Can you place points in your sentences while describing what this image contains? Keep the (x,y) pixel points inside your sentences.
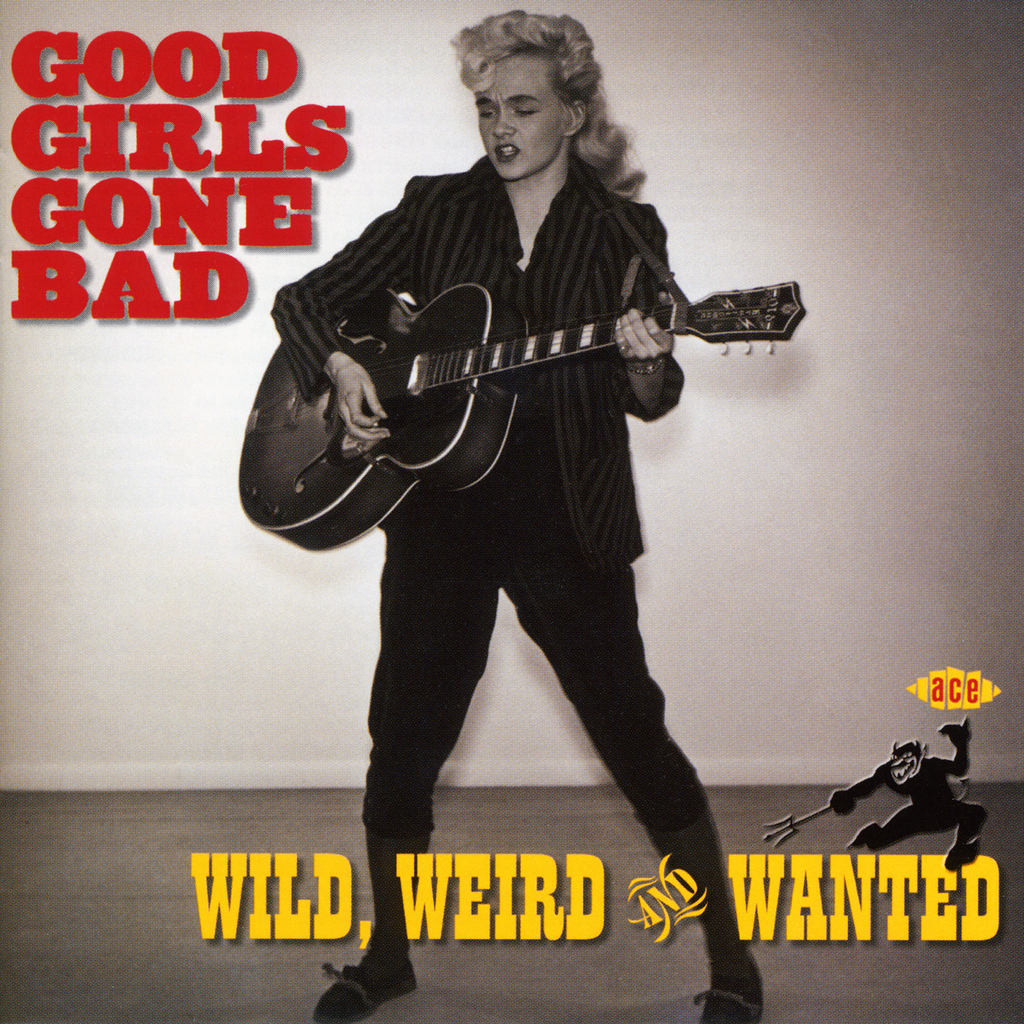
In this picture we can see person (631,614) holding guitar (688,315) and playing it and singing and this is poster (415,544).
